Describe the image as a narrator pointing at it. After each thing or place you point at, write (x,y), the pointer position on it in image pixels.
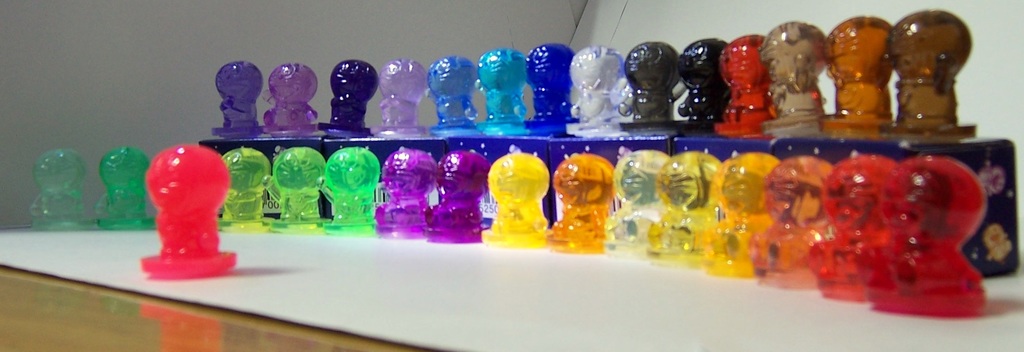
In this picture, we see many glass toys (501,159) are placed on the white table (410,256). Behind that, we see the same glass toys (393,88) are placed on the blue color boxes (441,152). These toys (323,165) are in purple, red, green, orange, black, brown and blue color. In the background (399,54), we see a white wall (470,34).
